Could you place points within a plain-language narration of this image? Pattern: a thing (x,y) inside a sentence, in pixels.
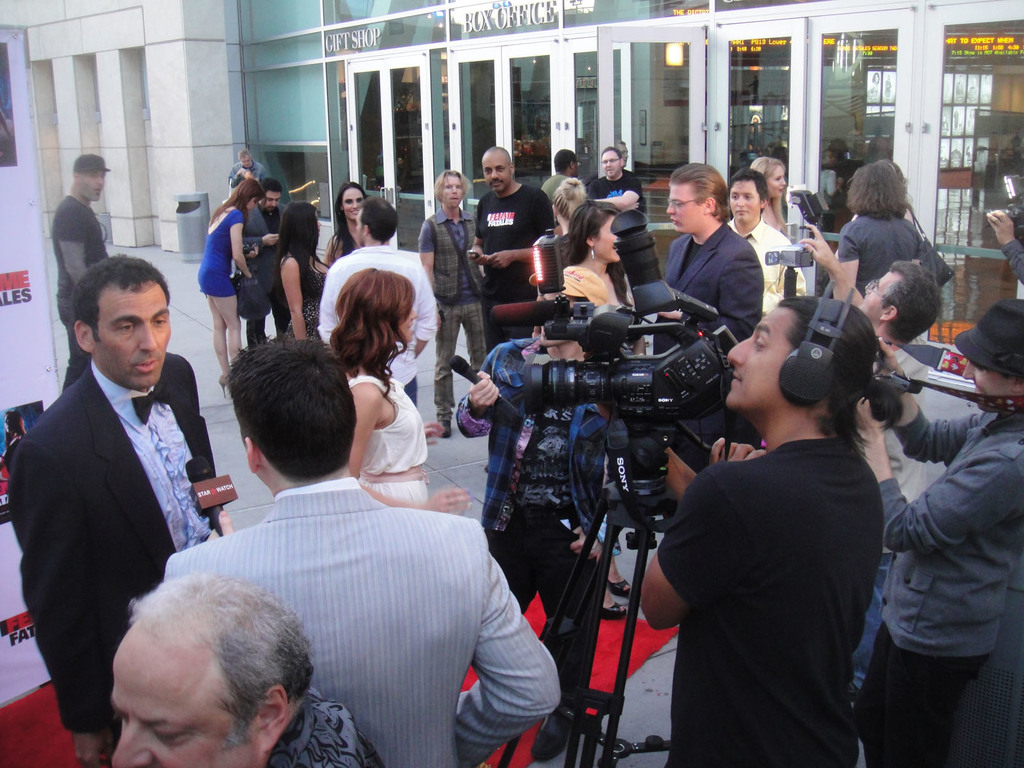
In this image it seems like there are reporters (567,436) who are interviewing the people (382,349). In the middle (680,501) there is a cameraman (681,482) who is taking the video. In the background (485,79) it looks like it is a theater (512,77). On the left side (15,183) there is a banner (24,284). At the bottom (50,724) there is a red carpet (43,705). There are so many people (471,244) in the middle (417,267).
